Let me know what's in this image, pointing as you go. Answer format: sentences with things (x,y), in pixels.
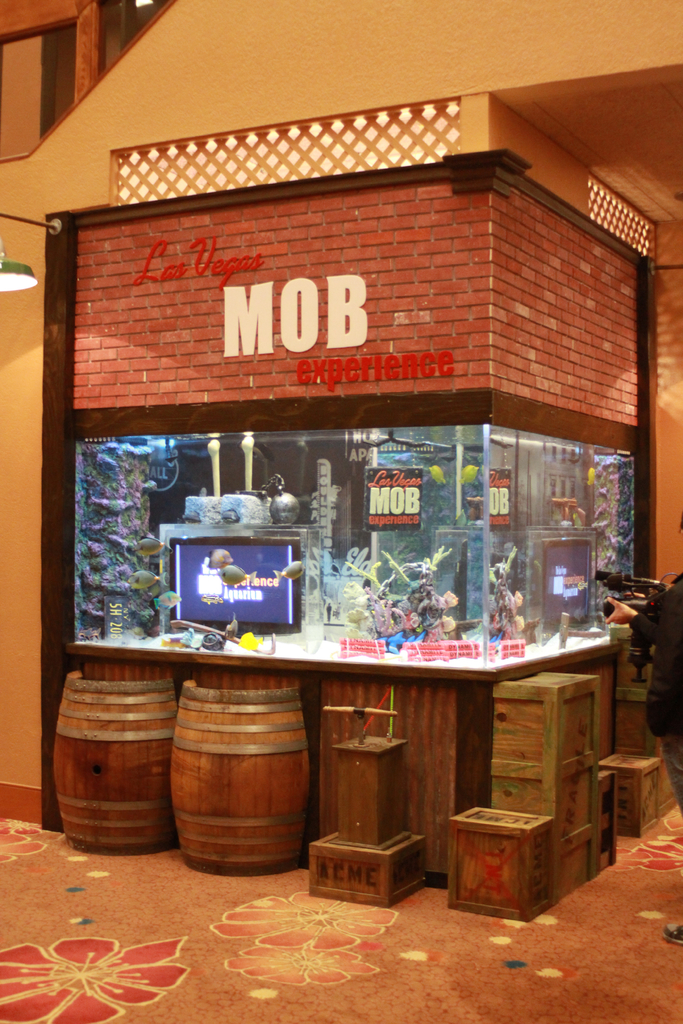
In this image I can see an aquarium (471,752), in front of the aquarium (383,583) I can see boxes (496,752) and drums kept on the floor (115,953).
